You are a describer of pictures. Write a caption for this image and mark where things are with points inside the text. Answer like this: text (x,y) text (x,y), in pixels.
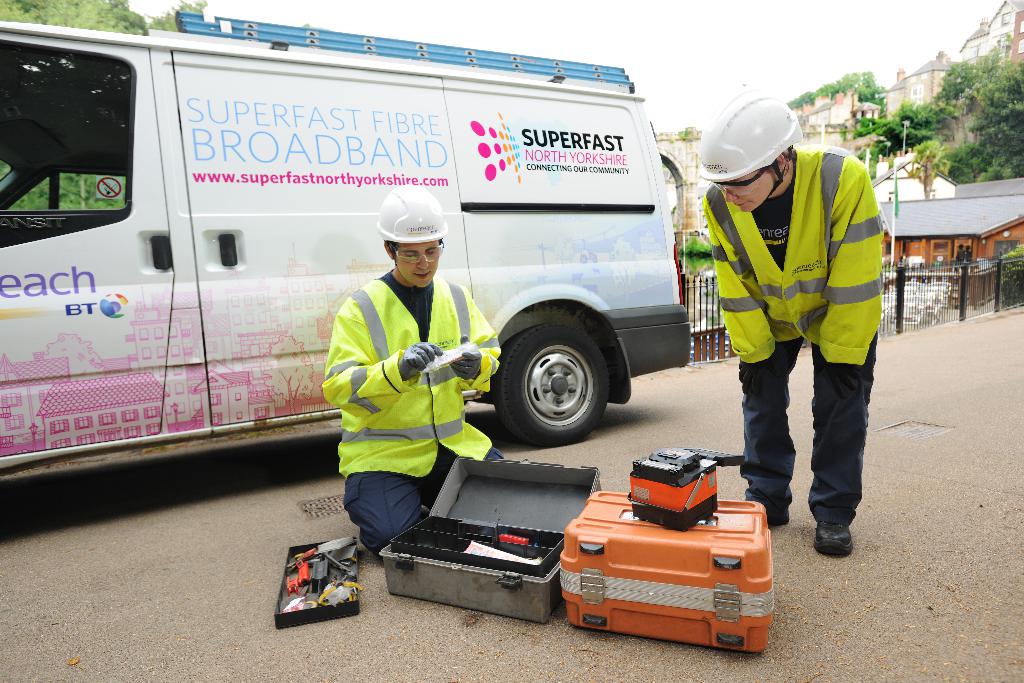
In this image I can see 2 people (437,391) wearing white helmet (396,211), coat (395,421) and gloves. There are 2 briefcases (525,582). There is a vehicle (370,216), fence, buildings (997,253) and trees (951,151) at the back (907,151).
